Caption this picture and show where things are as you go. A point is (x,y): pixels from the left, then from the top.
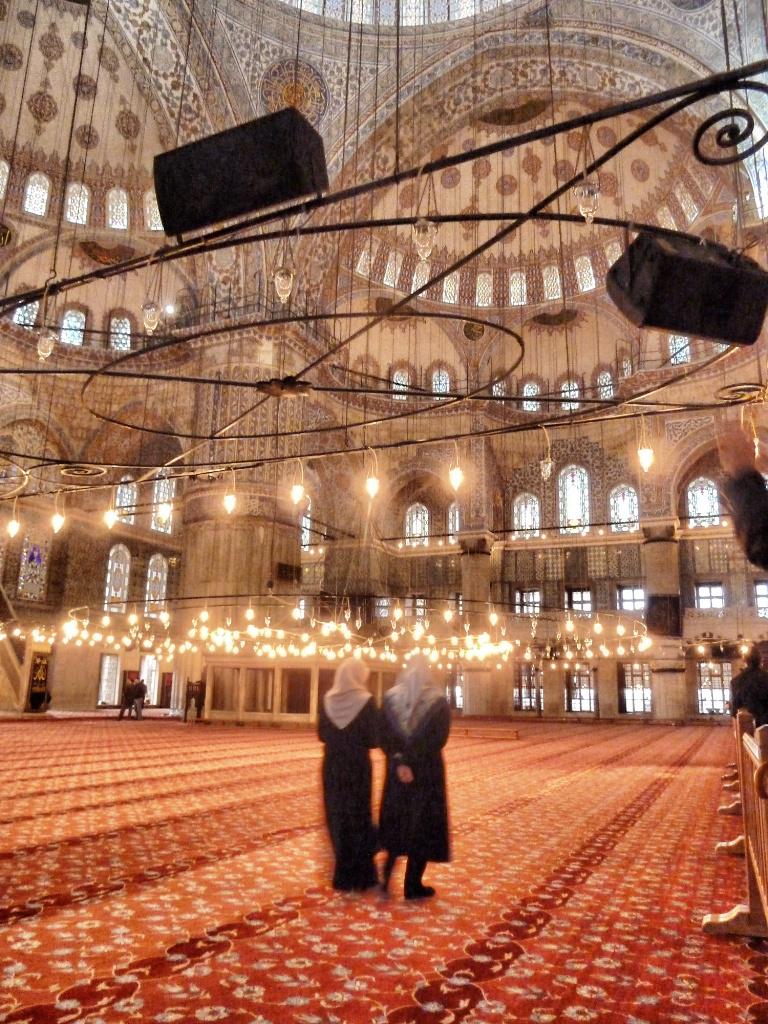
In this image we can see these two persons (371,802) are standing on the floor (141,801). Here we can see ceiling lights (285,436), some objects (718,261), wooden benches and the ceiling (72,72).
